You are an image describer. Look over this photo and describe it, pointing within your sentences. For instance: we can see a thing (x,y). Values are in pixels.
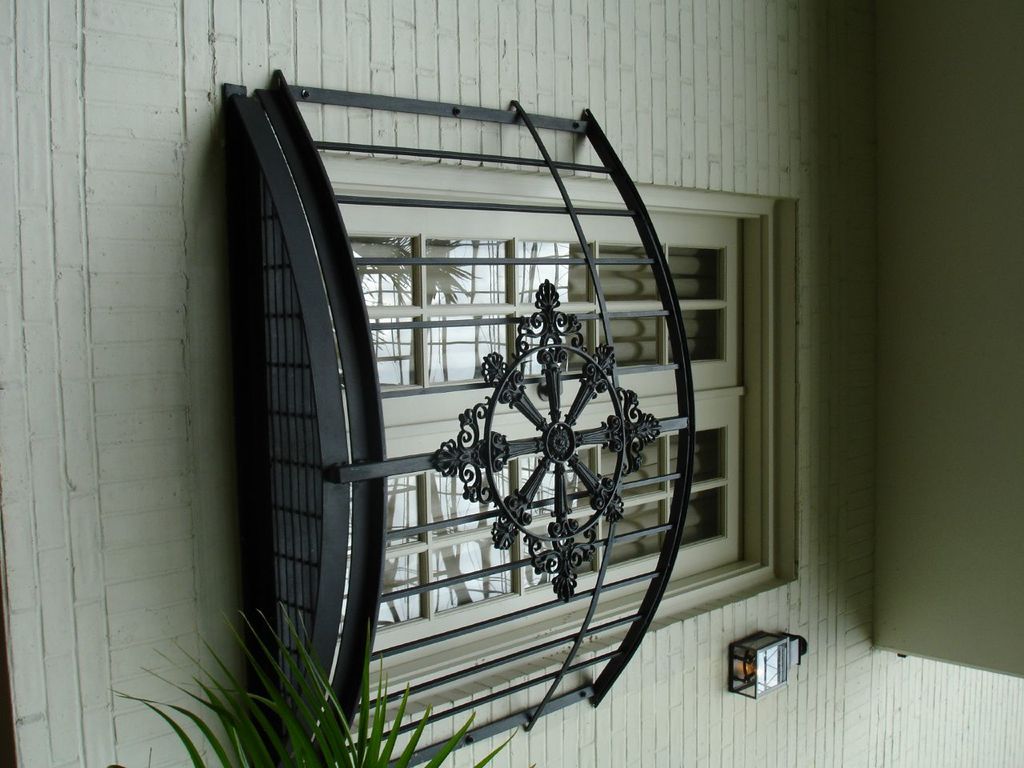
In this image I can see in the middle (548,282) it is the glass window (400,372), at the bottom (360,743) there are leaves (289,734).
